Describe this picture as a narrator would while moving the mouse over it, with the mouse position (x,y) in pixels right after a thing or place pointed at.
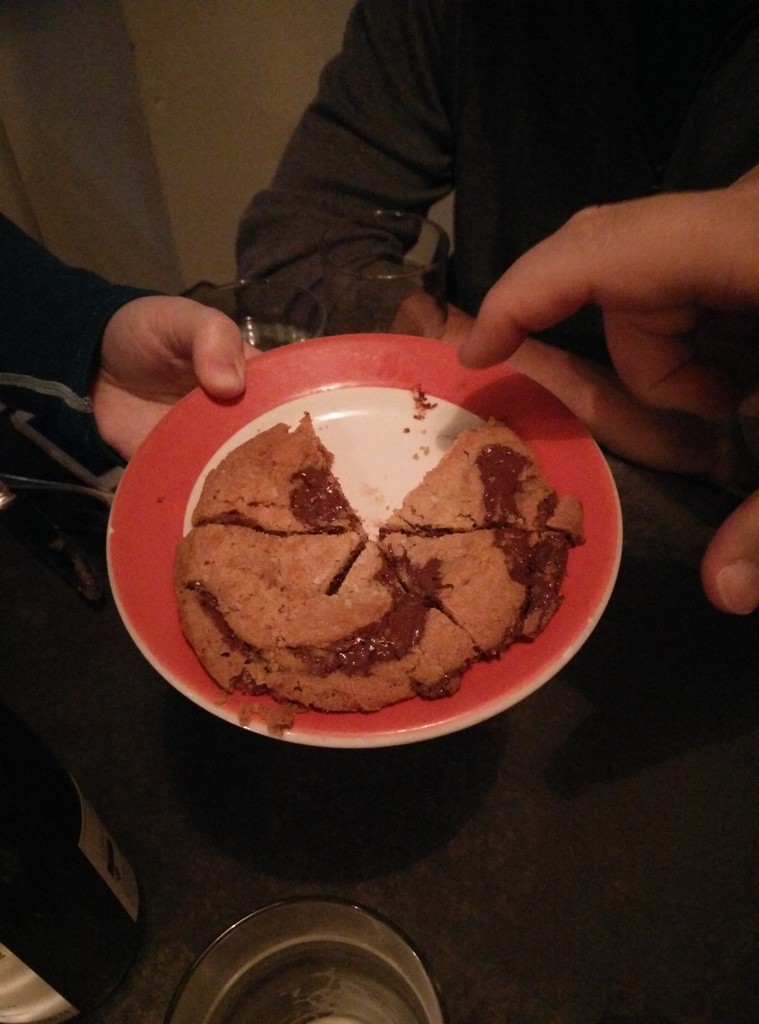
In this image we can see food item (337,504) in a plate (358,447) and a person's hand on the left side (142,441) is holding the plate (189,493) and on the right side (524,119) we can see a person (524,119) and persons hand (718,249). we can see a bottle (31,992), knife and a glass (305,971) on a table (124,737). In the background (225,91) we can see the wall (155,107).
